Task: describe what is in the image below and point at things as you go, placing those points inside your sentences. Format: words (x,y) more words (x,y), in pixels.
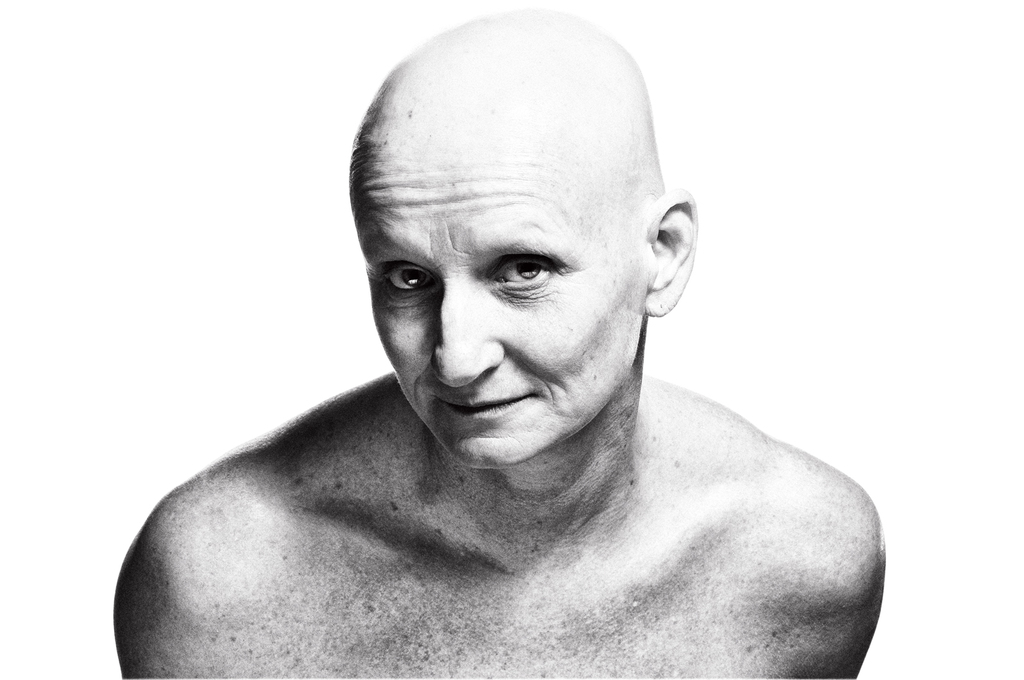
In this picture there is an old man (618,400) with bald hair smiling in giving a pose into the camera. Behind there is a white background (209,171).
